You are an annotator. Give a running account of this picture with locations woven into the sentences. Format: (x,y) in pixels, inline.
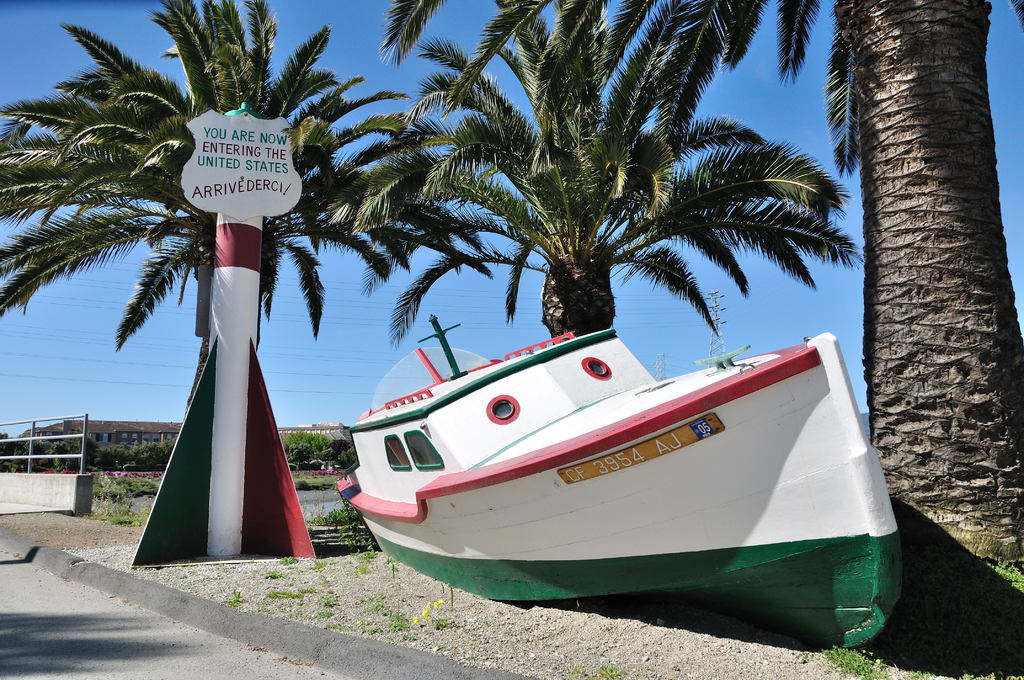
In this image we can see some trees (95,451), a signpost (278,153) with text (252,190) written on it and a ship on the ground (146,504) and in the background (141,426) there is a building (316,433), pole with wires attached to it, iron railing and sky (362,85).
